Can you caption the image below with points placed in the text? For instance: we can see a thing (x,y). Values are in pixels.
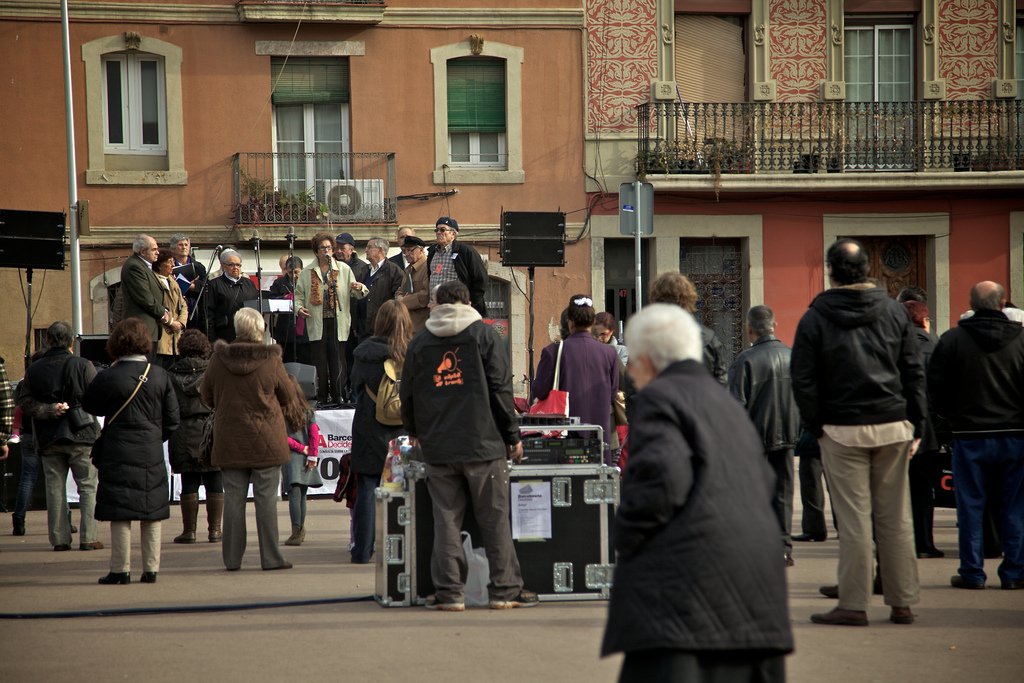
In this image there are group of people (297,387) standing, and some of them are standing on stage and also there are some mics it seems that they are talking. And in the center of the image (563,449) there is some box (557,525), and on the box (591,562) there is poster (536,507) and also some objects (533,434). At the bottom (947,557) there is walkway (62,577), and in the background (741,94) there is building (87,151), poles (64,8), boards (49,258), railing (273,219), air conditioner (337,189) and some windows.
